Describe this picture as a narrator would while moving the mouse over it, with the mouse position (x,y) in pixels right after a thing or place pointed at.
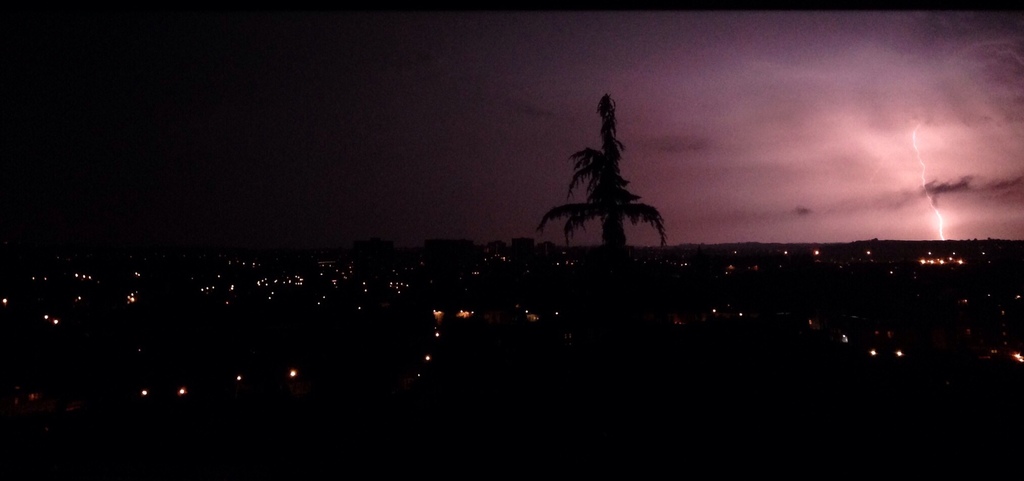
This picture is clicked outside. In the foreground (356,353) we can see the lights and some other objects (200,324). In the background (161,179) we can see the sky (621,112), trees (623,219) and lightning (938,220) in the sky (926,201).
